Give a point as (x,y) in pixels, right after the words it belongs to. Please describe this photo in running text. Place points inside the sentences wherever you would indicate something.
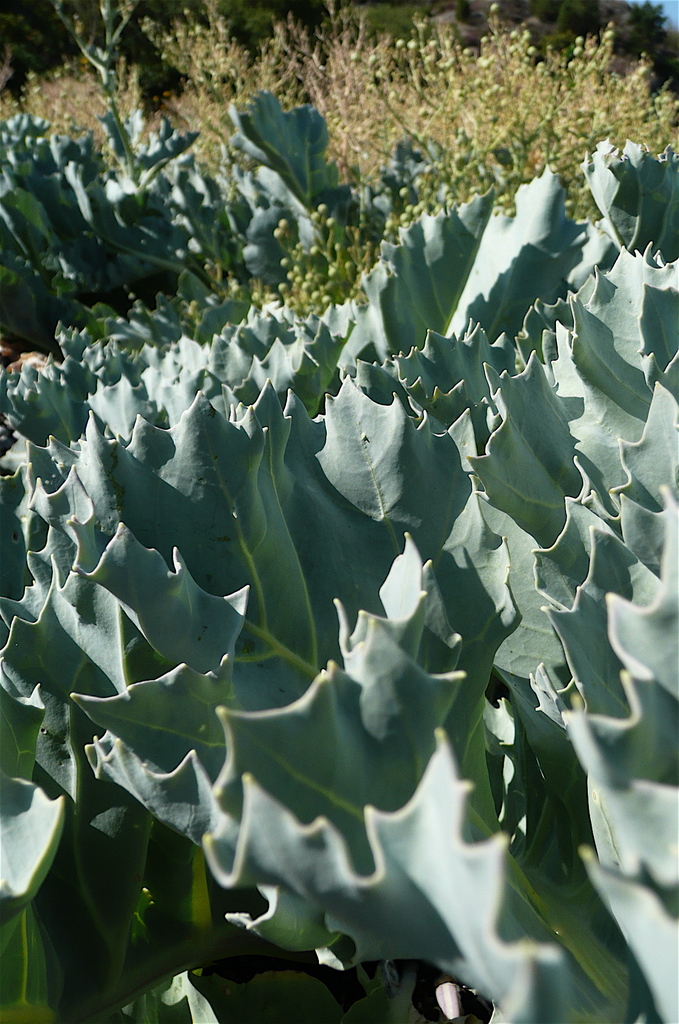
In this image, we can see plants (356,346).
